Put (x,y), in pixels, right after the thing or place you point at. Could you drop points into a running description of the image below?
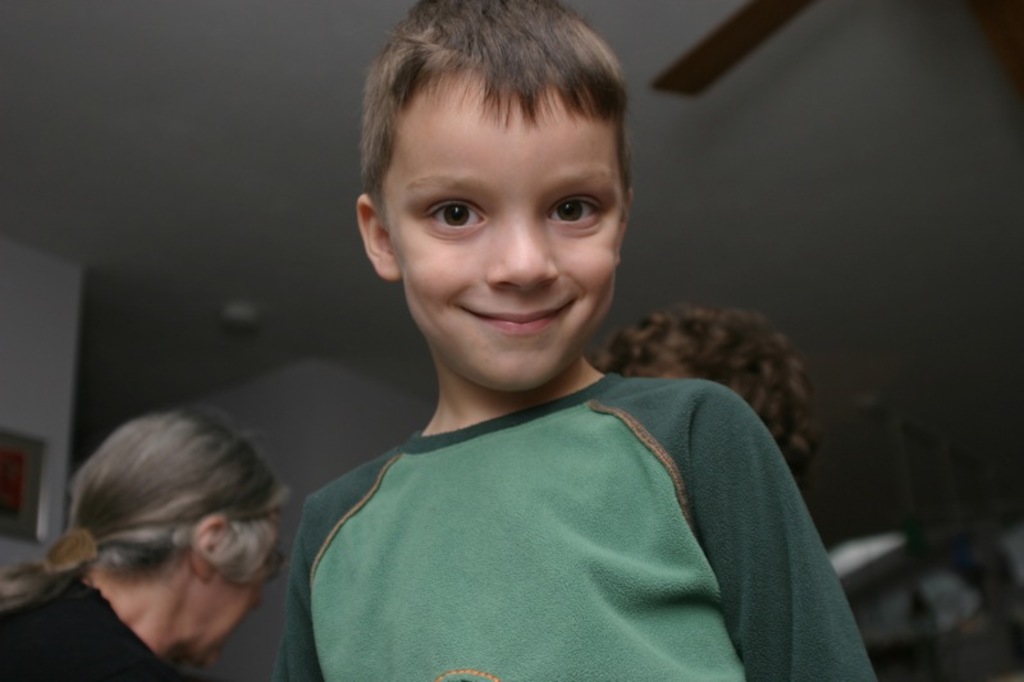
In this picture I can see a boy (516,345) is wearing the t-shirt (524,481), on the left side (82,530) there is a woman (242,564), in the background (337,243) I can see the walls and a roof (405,345). On the right side (769,342) I can see the human hair (710,322).
